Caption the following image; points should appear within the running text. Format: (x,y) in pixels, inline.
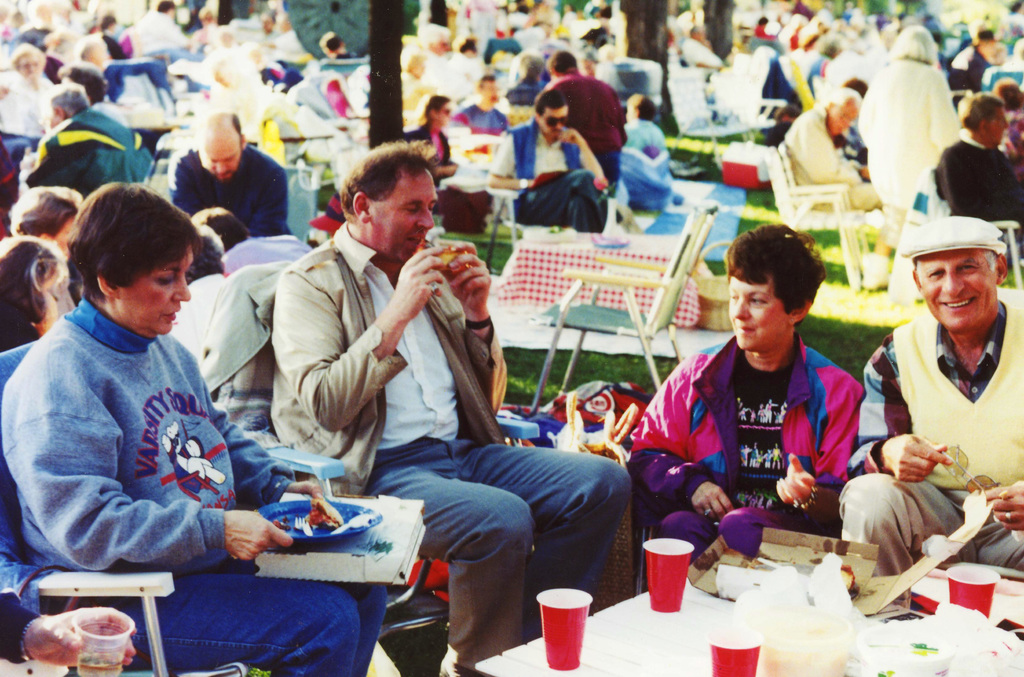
On the left side (308,345), there is a woman (106,348) and a person (371,236) sitting and there is a hand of a person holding a glass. On the right side (969,405), there is a person (910,345) and a woman (772,431) sitting. In the background (917,43), there are other persons (917,100) sitting, there are chairs (694,113) and tables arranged on the grass (842,262) on the ground (829,249). And the background (107,65) is blurred.
